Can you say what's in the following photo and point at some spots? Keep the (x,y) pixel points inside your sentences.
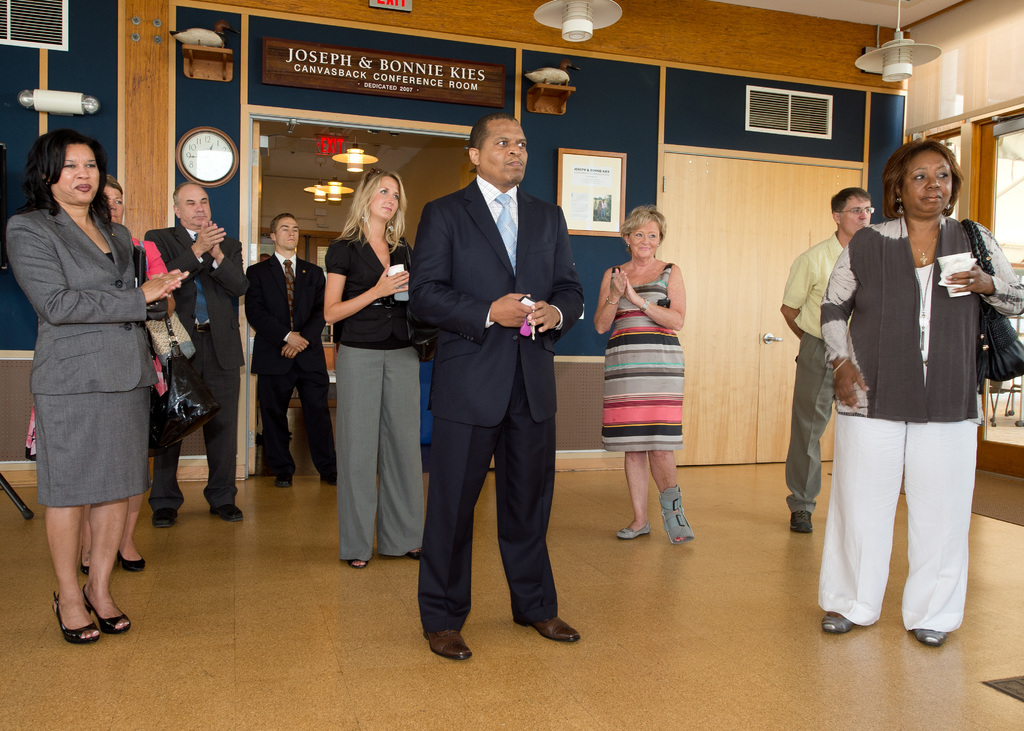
In this picture we can see a group of people (312,357) standing on the floor (695,691) and in the background (343,85) we can see name boards (351,46), lights (343,162), doors (709,180), walls (732,37), frame (584,189), clock (212,165), statues (541,75), some objects (191,66).
